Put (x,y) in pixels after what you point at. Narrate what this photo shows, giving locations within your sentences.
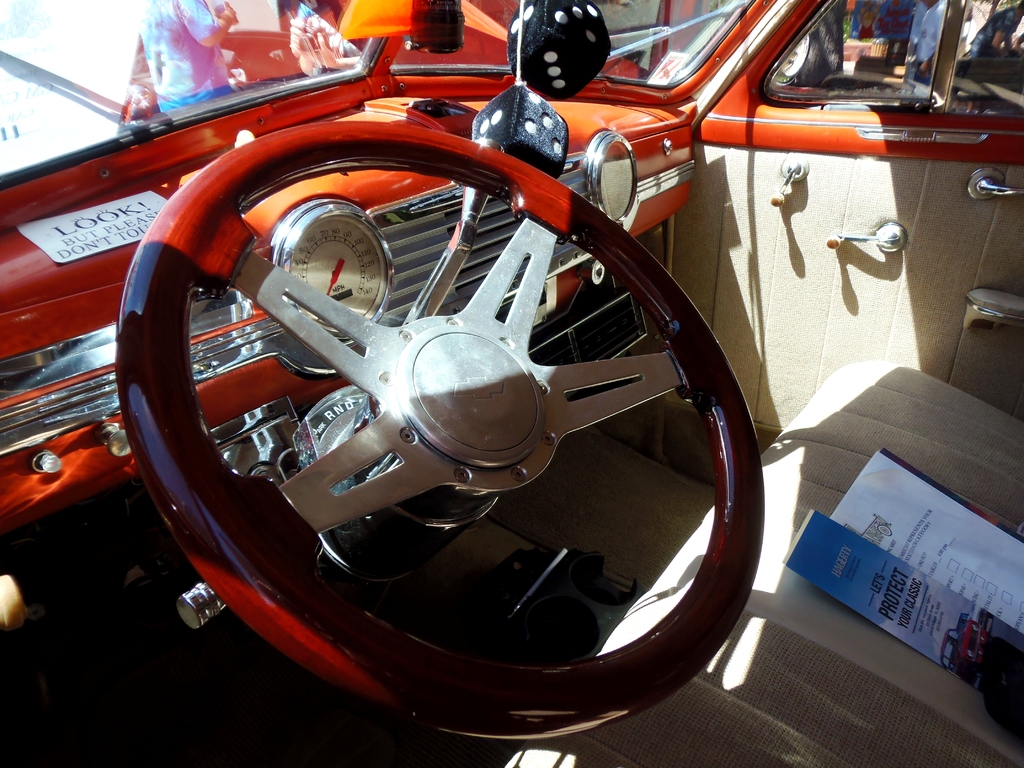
This is an inside view of a vehicle (458,224) and here we can see a steering (472,430) and there are papers (882,531) on the seat (770,573) and some buttons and there are glass doors (223,50), through the glass (341,51) we can see some people (296,29).
